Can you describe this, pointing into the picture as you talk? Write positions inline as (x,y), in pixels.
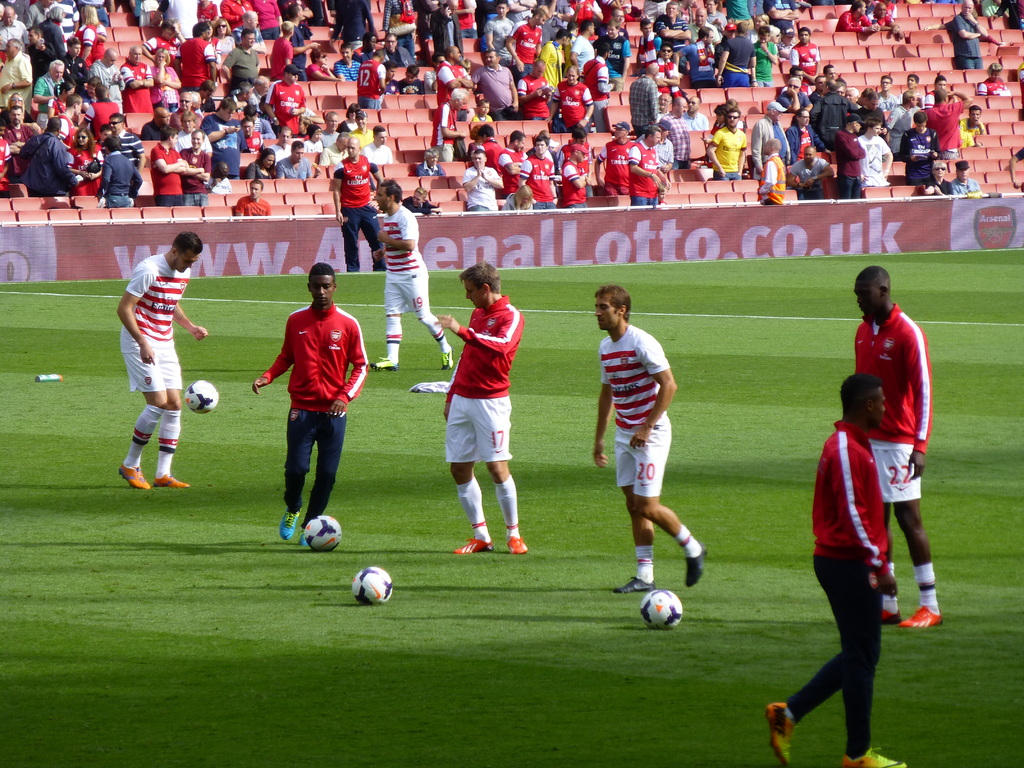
This is a picture taken in the outdoor. There are group of people (453,411) playing on the ground (219,404) with balls (200,411). Behind the people (304,319) there are group of people (592,81) some are sitting and some are standing.
